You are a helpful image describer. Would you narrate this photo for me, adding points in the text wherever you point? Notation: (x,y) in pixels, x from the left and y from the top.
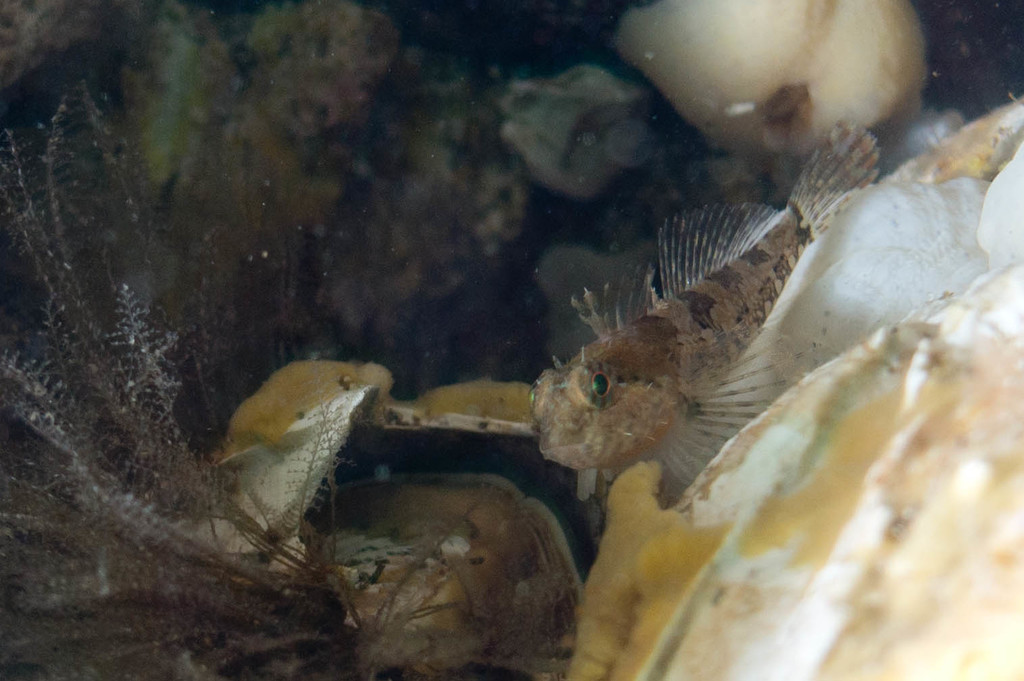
Front portion of the image we can see shells (291,488), a fish (621,429) and a plant (106,469). Background of the image (430,296) it is blur.
